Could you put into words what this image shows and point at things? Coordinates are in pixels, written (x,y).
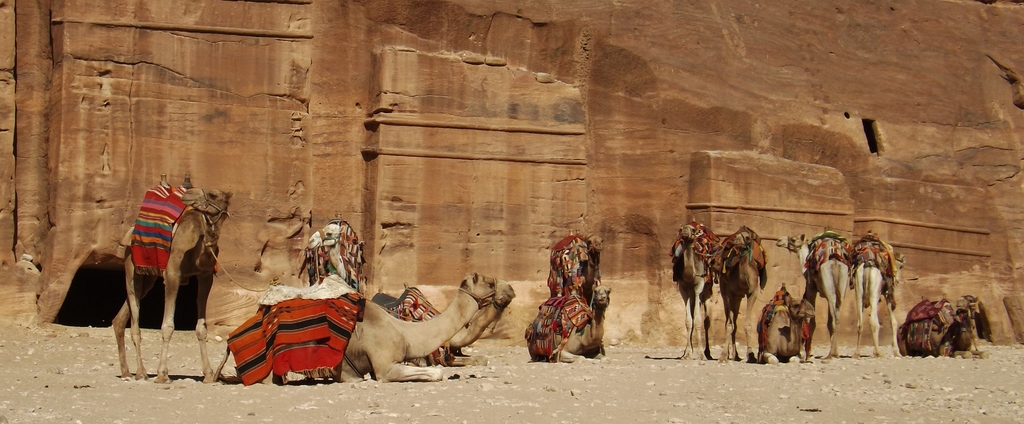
In front of the image there are camels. Behind the camel's (363,345) there is a rocky mountain (275,114).
